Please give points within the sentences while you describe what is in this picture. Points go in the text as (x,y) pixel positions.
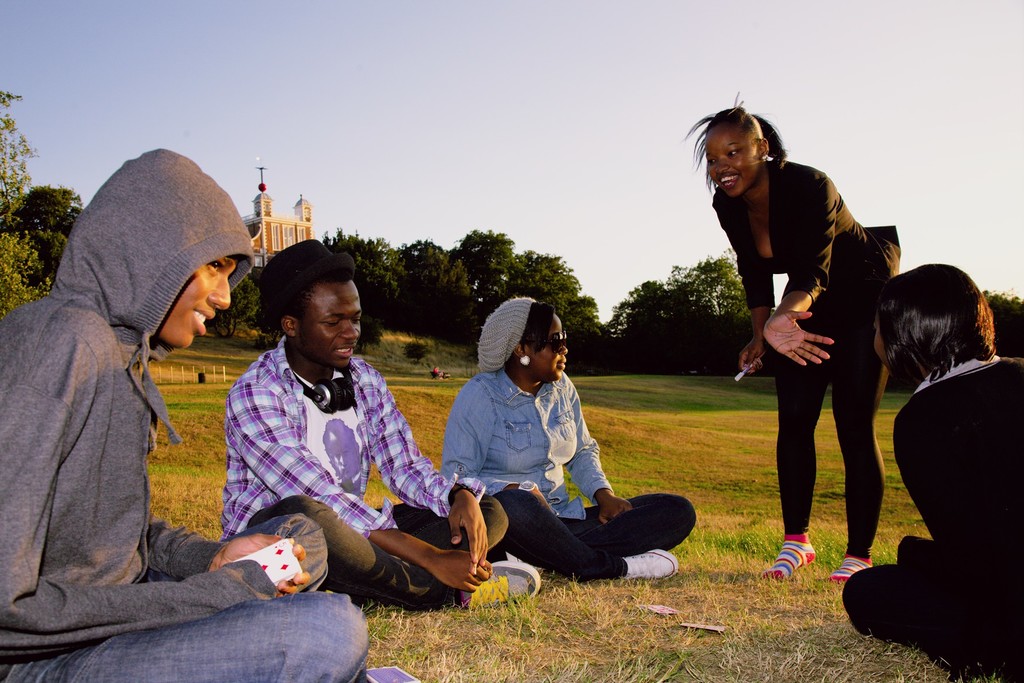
In the picture we can see some people (520,498) are sitting on the grass surface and one woman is standing and bending and showing her palm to others who are sitting and in the background (844,159) we can see some trees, building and sky (517,185).
